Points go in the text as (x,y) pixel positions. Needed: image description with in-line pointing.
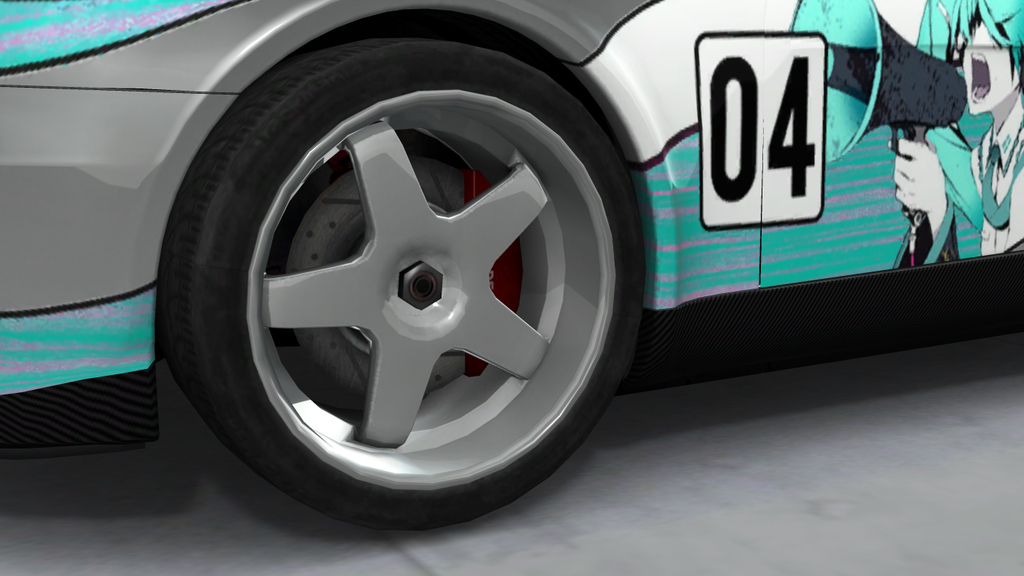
In this image we can see a car (438,317).
